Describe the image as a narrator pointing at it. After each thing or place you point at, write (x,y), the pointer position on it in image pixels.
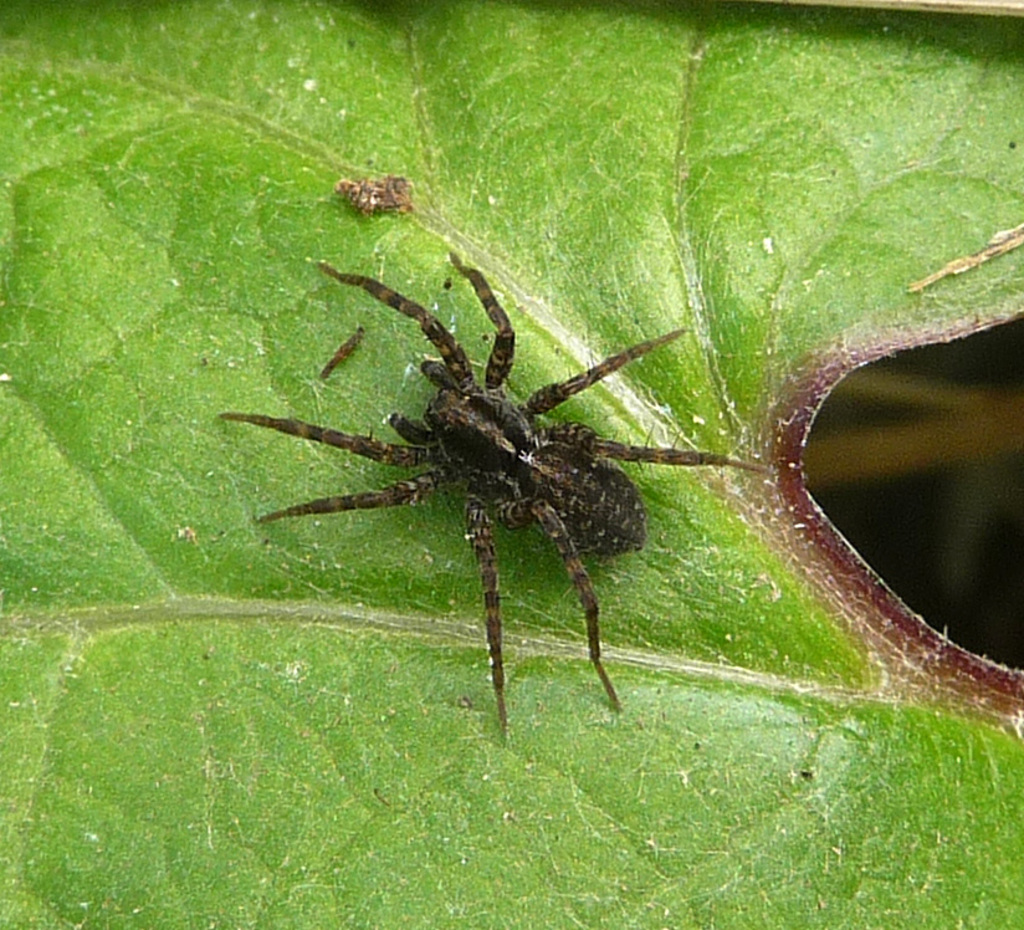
In this image we can see a spider (405,499) on a leaf (384,582).
